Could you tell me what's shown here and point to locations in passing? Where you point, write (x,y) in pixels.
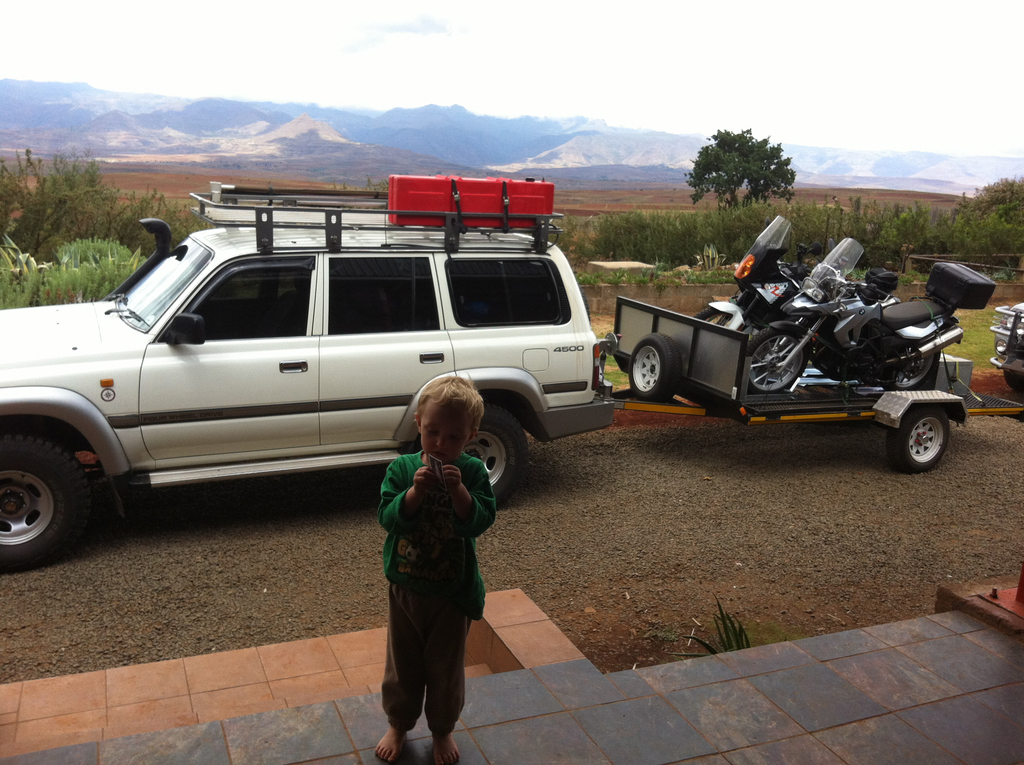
In this image in the foreground (437,545) there is one boy (406,571) standing and he is holding something, and in the background (400,385) there are some vehicles (400,336), trees (994,225), plants (52,247), and mountains (105,147) and sand (211,174). At the bottom (678,687) there is floor (765,644), plant (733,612) and walkway (641,560) and at the top (583,66) there is sky (640,66).
